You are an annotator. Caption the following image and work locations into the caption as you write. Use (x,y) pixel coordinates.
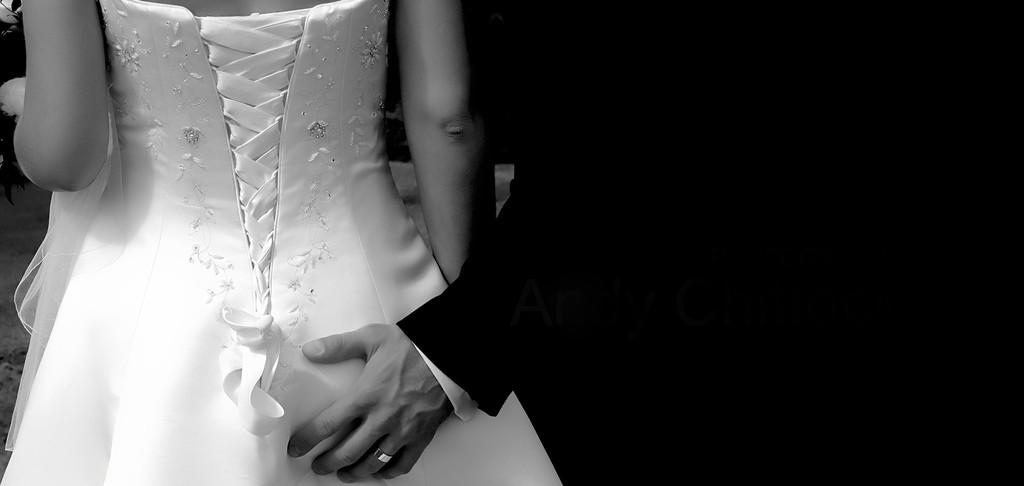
This image consists of two persons (296,197). On the left (244,126), there is a woman (218,175) wearing a white dress (359,196). On the right (697,219), the man (697,219) is wearing a black suit (565,239).
